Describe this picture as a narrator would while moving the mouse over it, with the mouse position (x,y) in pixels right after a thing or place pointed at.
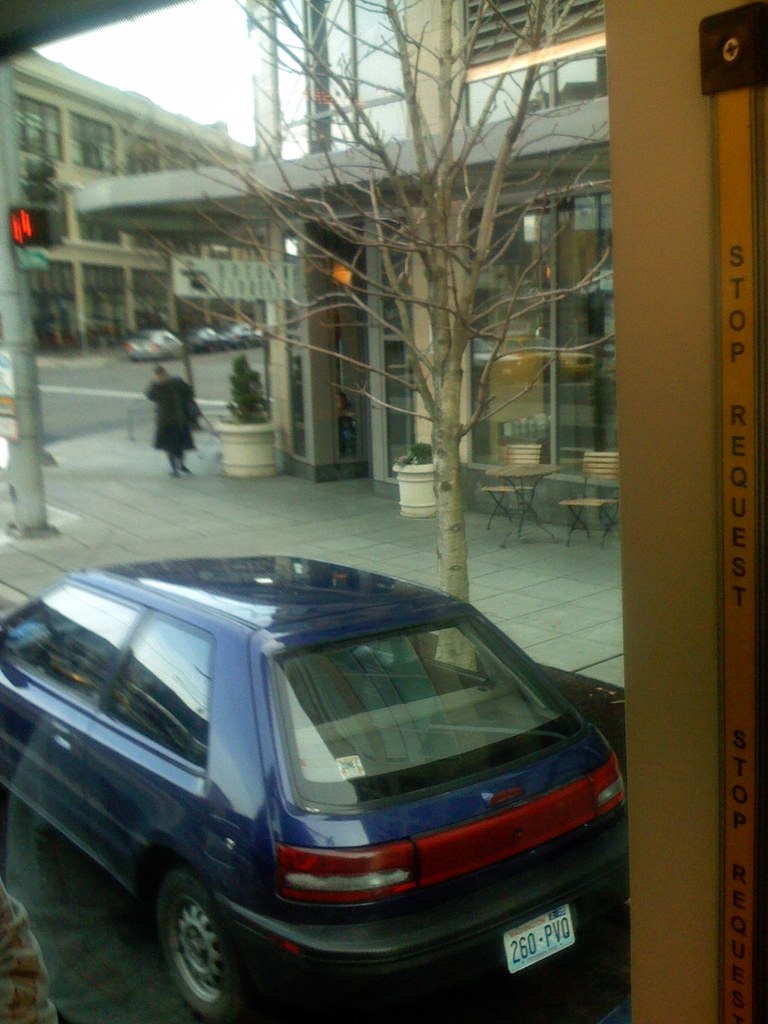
In the center of the image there is a car (488,945). In the foreground of the image (82,964) there is a glass wall (376,608) through which we can see buildings (67,87), tree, road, vehicles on the road (72,390). There is a pole (30,386). There are chairs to the right side of the image (607,472). There is a tree (450,579).
